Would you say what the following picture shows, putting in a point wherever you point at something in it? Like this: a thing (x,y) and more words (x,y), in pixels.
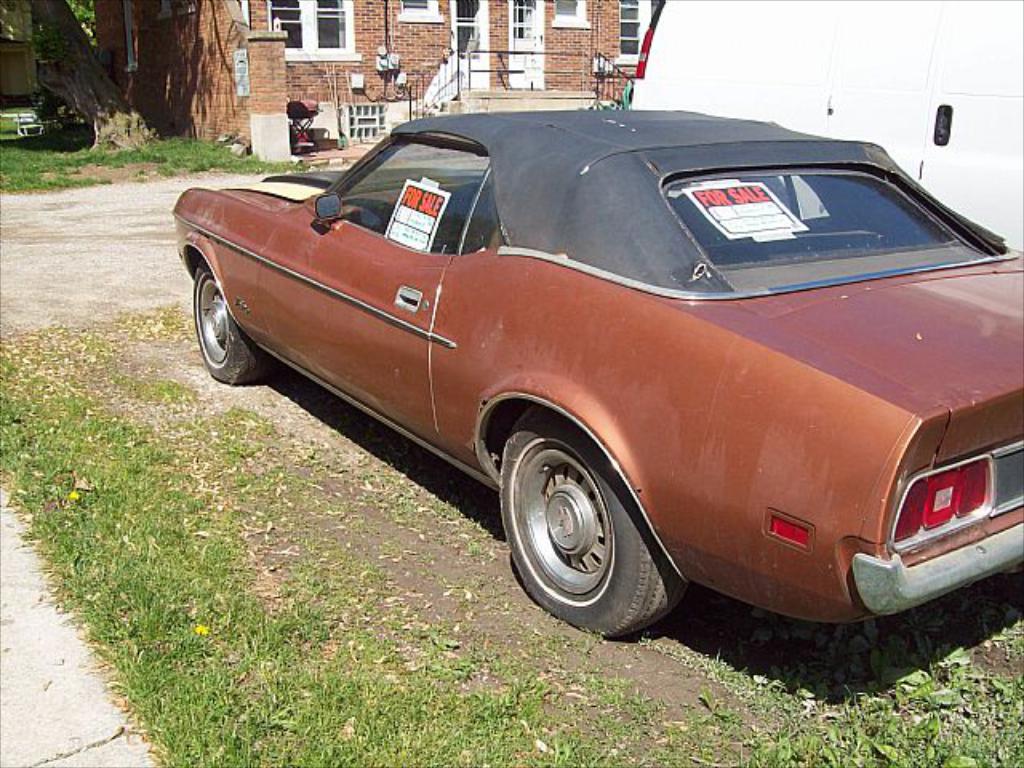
In this picture we can see some buildings (526,34), one car (597,137) is parked beside the van (787,39).
